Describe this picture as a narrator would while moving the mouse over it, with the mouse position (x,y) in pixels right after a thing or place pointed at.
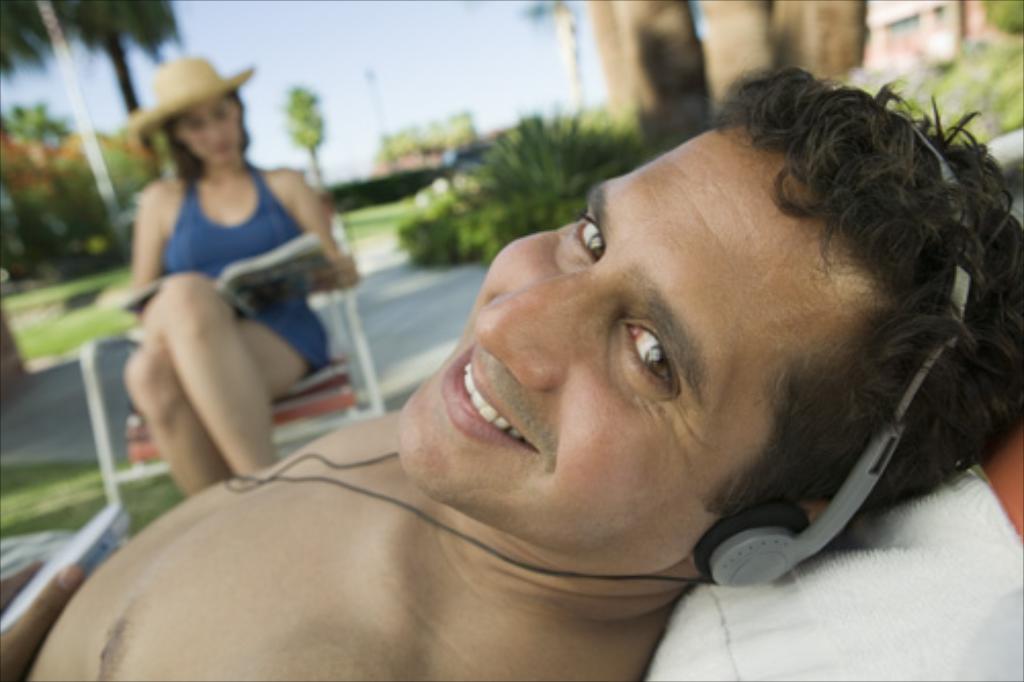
In this image we can see a person (455,507) lying, he is wearing a headset (798,526) on his head (699,333) and holding an object (51,557), behind the person (295,581) there is a woman (195,366) sitting on the chair (329,396) and holding a book (248,282). In the background (809,35) there are trees (33,124), plants (475,197), grass (368,225), building (898,39) and the sky (386,126).
